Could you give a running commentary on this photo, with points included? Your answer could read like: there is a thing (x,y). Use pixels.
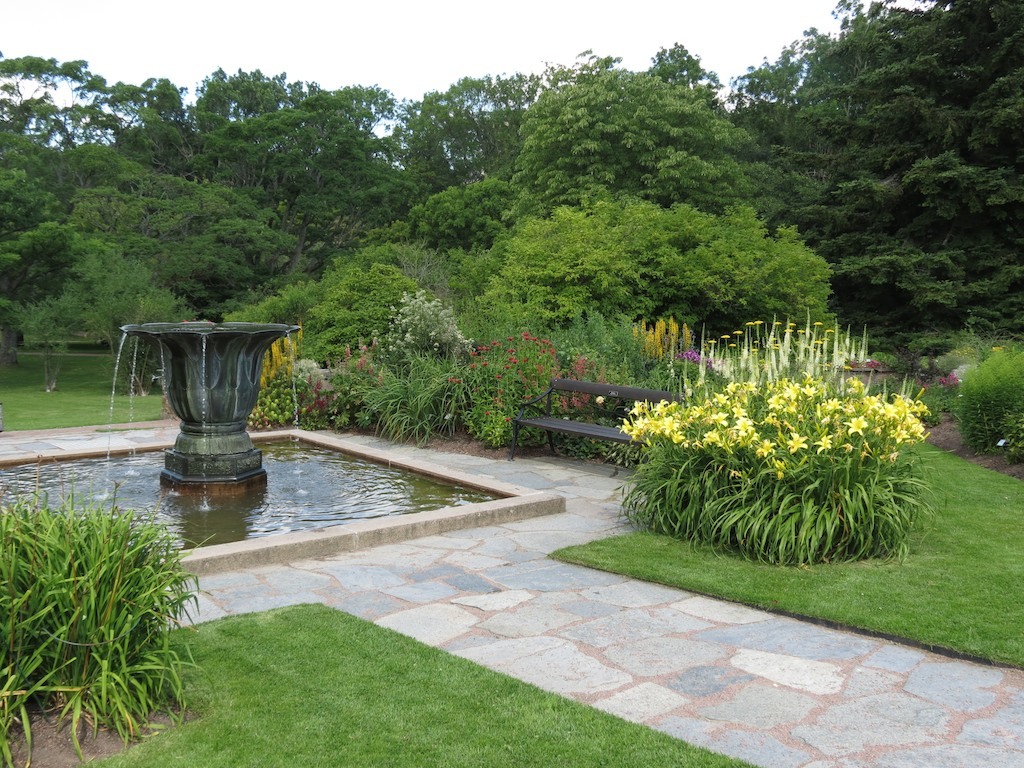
In the image there is a water fountain (295,479) on the left side (206,386) and there are plants (283,339) and trees (603,214) all over the land (934,733) and above its sky (289,49).
